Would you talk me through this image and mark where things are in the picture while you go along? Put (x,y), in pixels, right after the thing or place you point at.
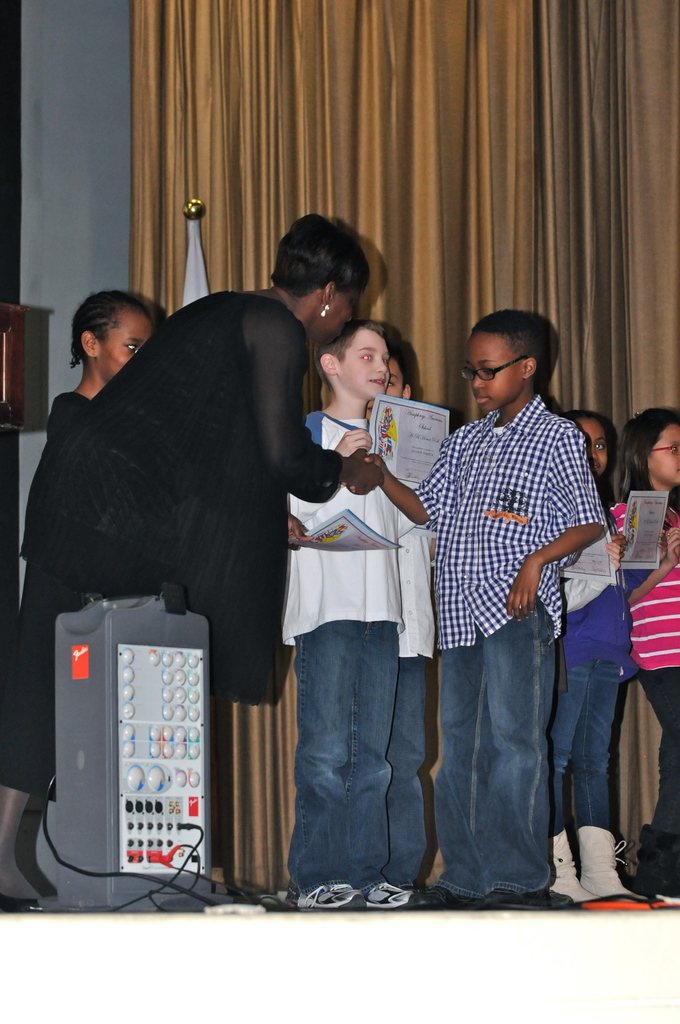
In this image I can see the group of people (360,479) with different color dresses (272,579). I can see few people (334,514) holding the papers (665,504). To the side I can see an electronic object (74,752). In the background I can see the brown color curtain (247,191).
